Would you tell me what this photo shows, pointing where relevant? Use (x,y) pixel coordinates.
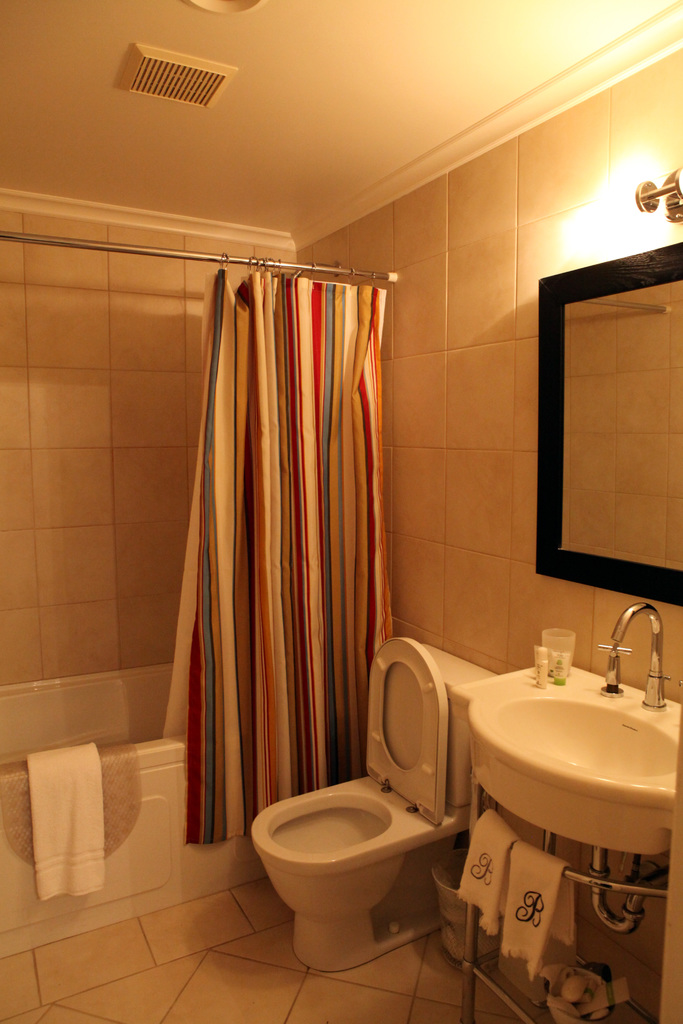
In this image we can see the inner view of a washroom (211,898). In the washroom (282,846) we can see shower curtain (287,531), bathtub (167,752), towels (538,869), toilet seat (444,774), sink (537,747), tap (611,681), mirror (638,532) and an electric light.
